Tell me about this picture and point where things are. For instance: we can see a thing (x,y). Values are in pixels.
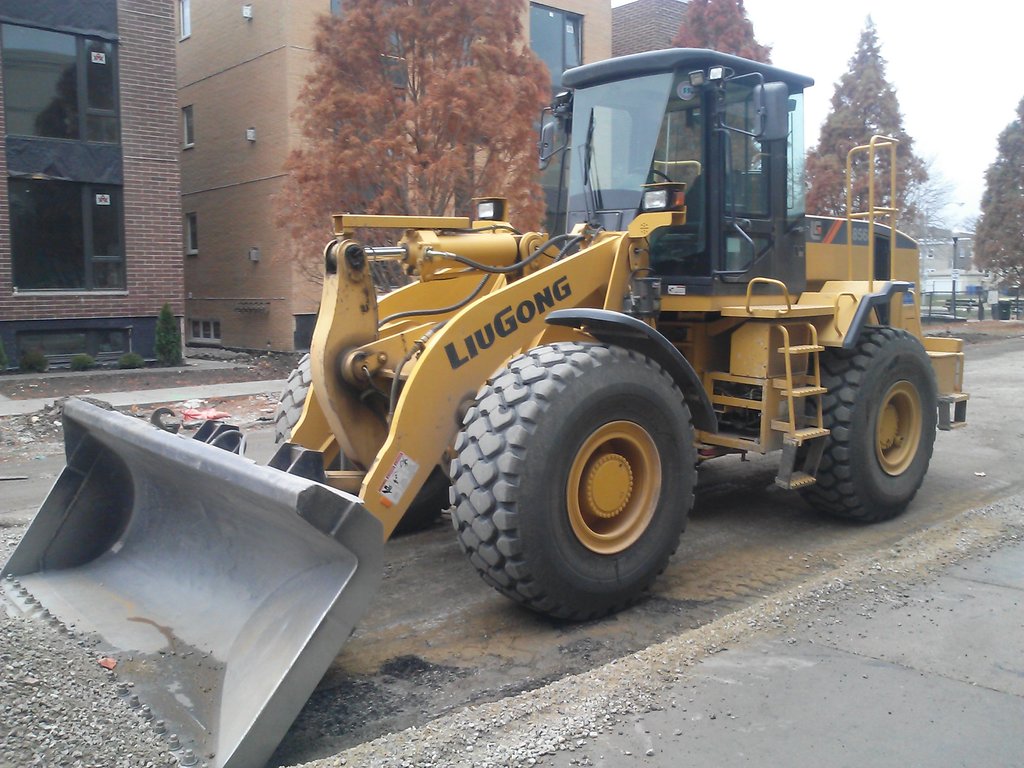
In this image I can see a bulldozer (474,385) which is yellow and black in color on the road (700,474). In the background (488,99) I can see few buildings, few trees (453,127) which are brown in color and the sky (943,112).
